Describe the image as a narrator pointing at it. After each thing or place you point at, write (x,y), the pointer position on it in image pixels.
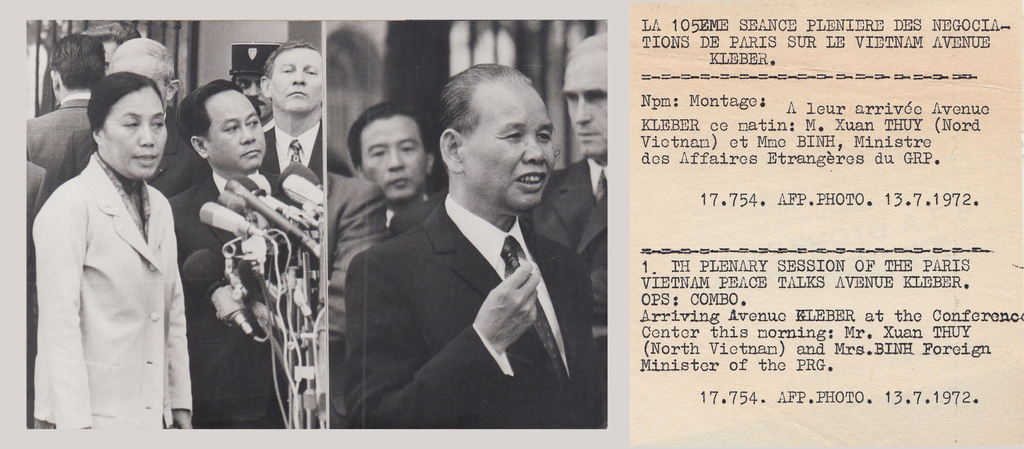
In the left (107,273) picture there is a woman (114,234) standing and speaking in front of few mics (277,213) and there are few persons (200,117) standing beside her and there is another person (492,195) standing and speaking and there is few another person (406,129) standing beside him and there is something written in the right corner (794,219).
